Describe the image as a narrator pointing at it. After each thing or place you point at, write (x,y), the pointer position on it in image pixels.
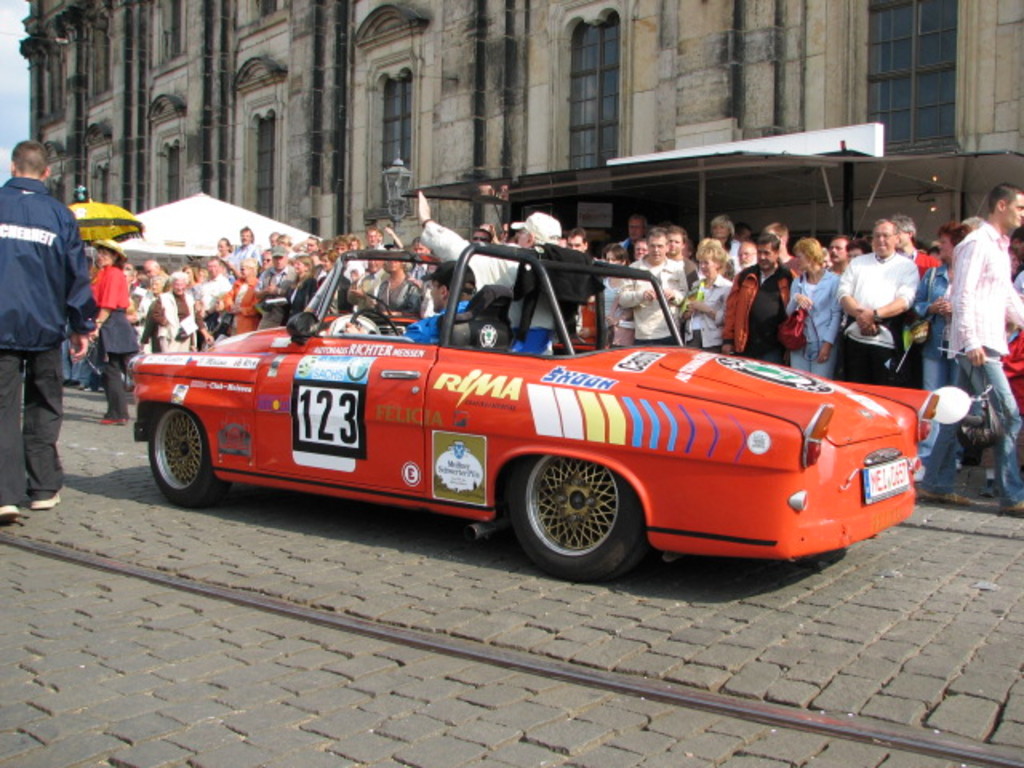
The image is taken on the streets (48,521). In the center of the picture (448,414) there is a car (351,383) on the road (341,571), in the car (485,313) there are people (443,289). In the center of the picture (558,262) there are people (217,262), umbrella (89,229), canopy (172,215) and other objects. On the left (32,339) there is a person (25,311) walking. In the background (497,54) it is building (423,59).
